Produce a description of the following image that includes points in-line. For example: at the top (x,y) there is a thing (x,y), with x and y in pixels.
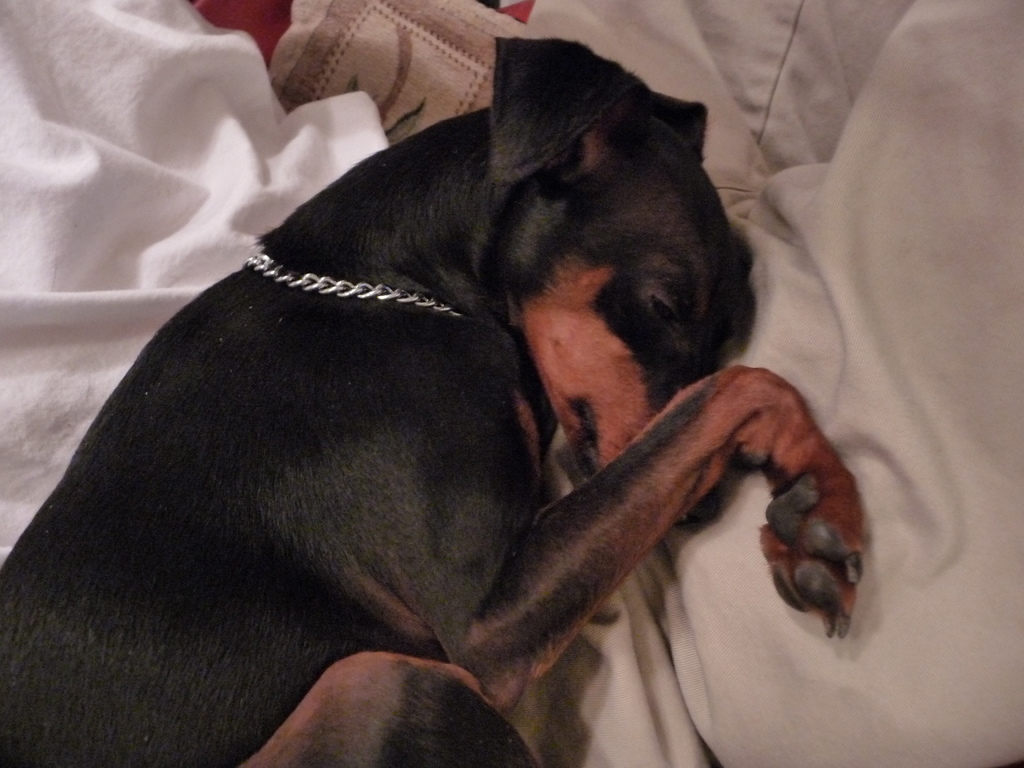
In this image in the center (652,316) there is one dog (422,375) who is sleeping, and in the background (138,300) there are some blankets (920,330).
